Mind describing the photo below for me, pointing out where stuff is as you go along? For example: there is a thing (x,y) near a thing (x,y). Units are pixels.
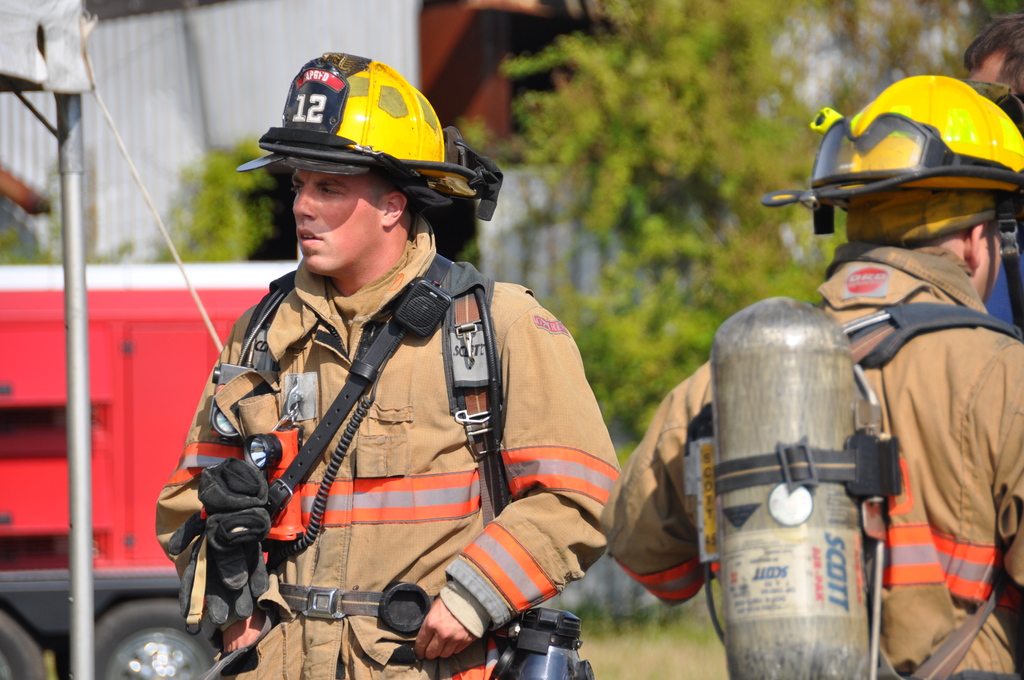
In this image we can see there are two persons (594,404) standing. And we can see a vehicle (135,360) and a pole (63,108). In the background (712,72), we can see the trees (695,208).
